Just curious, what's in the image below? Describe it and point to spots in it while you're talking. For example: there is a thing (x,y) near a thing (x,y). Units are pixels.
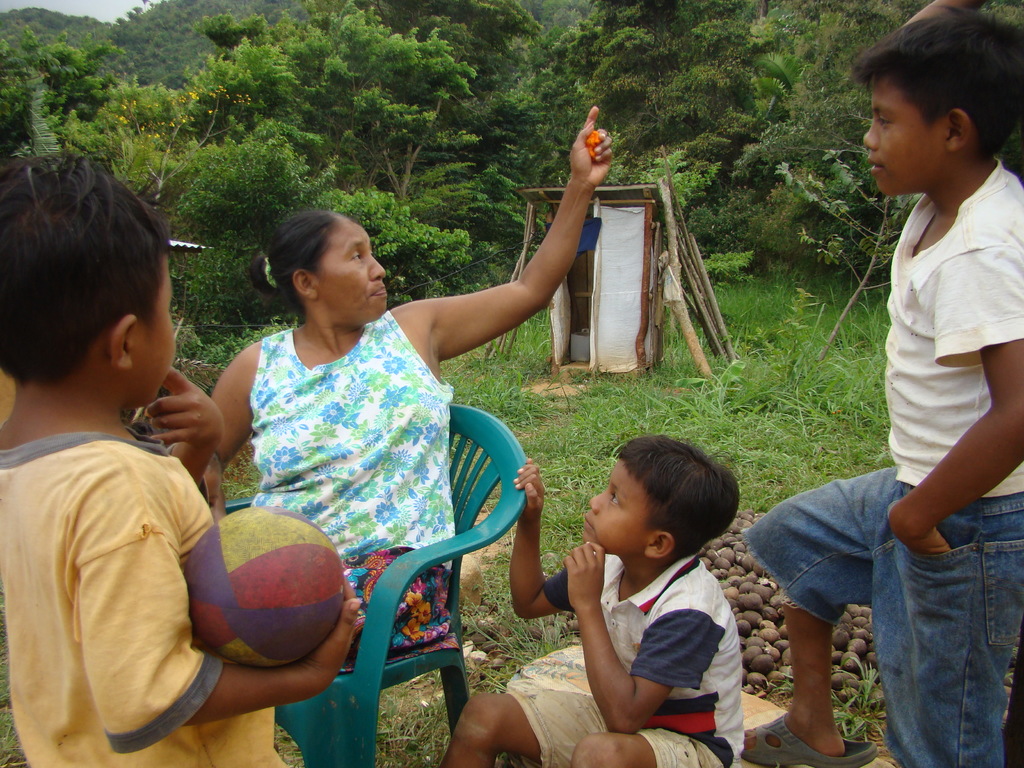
In the picture I can see a woman (453,344) wearing dress (445,505) is sitting on the chair (287,718), here I can see a child (148,597) wearing yellow color T-shirt (155,632) is holding a ball (244,641) in his hands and standing on the left side of the image (117,561) and here I can see a boy (905,275) wearing white color T-shirt (909,465) is standing on the right side of the image (906,720) and here we can see another boy (625,694) sitting on the surface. Here I can see some objects (754,627), grass (828,470), a hut (626,336) and trees (693,202) in the background (826,120).
